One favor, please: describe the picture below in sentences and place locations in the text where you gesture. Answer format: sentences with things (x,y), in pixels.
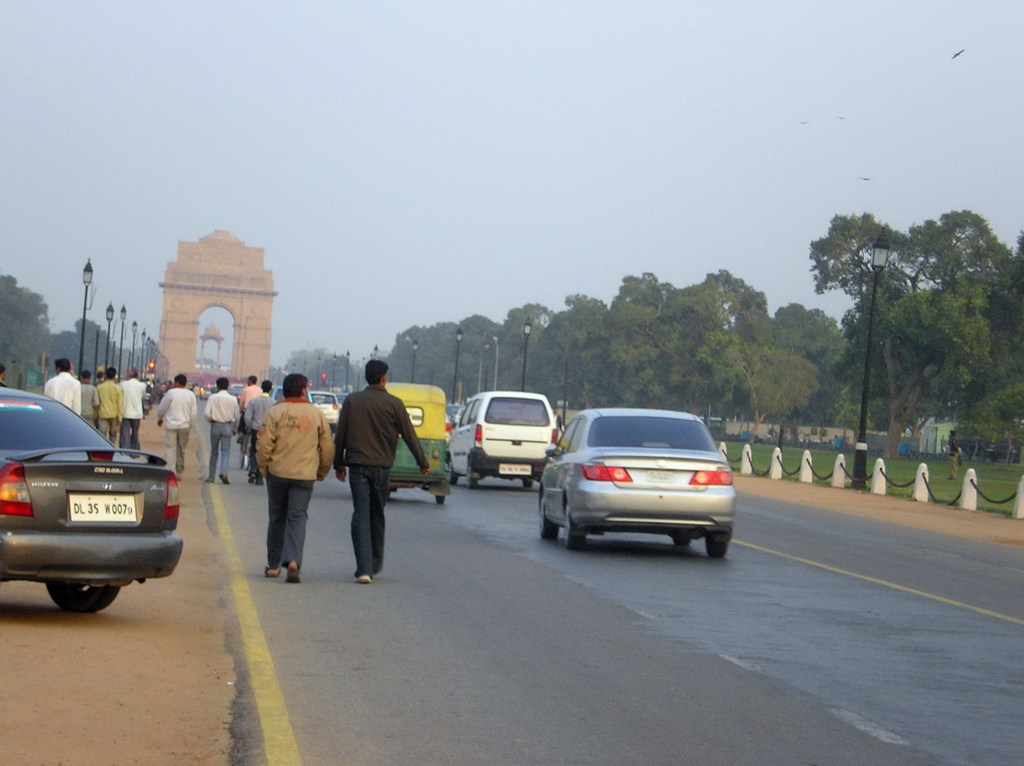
In this image we can see some persons (90,407) walking on the road (259,525) there are some vehicles (573,530) moving on the road (506,562) and on right side of the image (794,376) there are some trees (809,385), garden area (864,441) and in the background of the image (248,358) there is India gate (247,331) and there are some lights (106,348).
